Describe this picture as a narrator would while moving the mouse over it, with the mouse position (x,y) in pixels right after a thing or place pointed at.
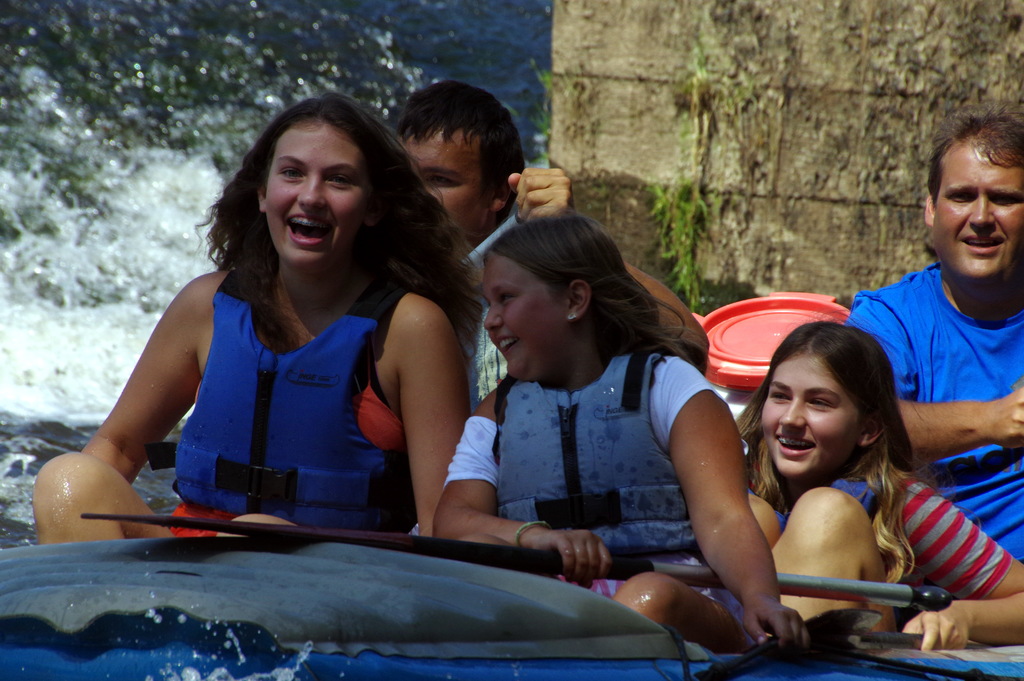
In this image we can see few people (506,319) sitting on boat (354,571). There is a girl (546,487) holding paddle (463,554). In the back (753,225) there is a wall (673,117). Also there is water (72,199).
